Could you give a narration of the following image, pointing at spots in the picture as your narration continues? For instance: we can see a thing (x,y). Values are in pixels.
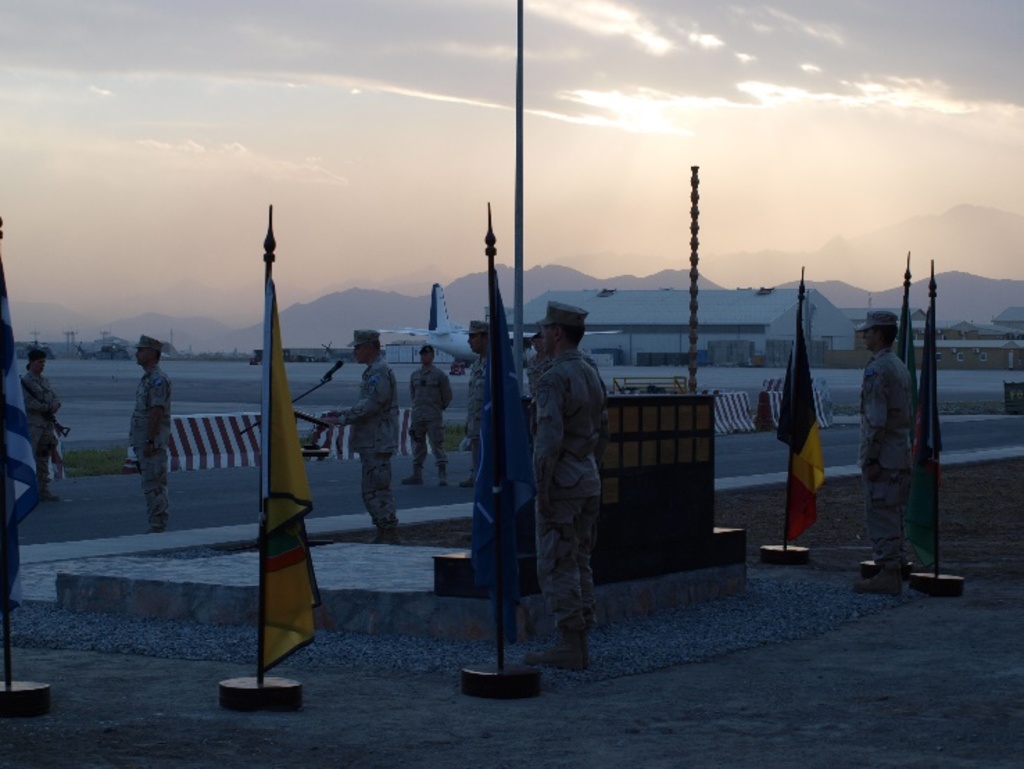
In this image we can see persons (892,439), flags (801,306) on the ground (453,541). In the background (260,327) we can see aeroplane (456,345), building (633,341), hills (524,298), sky (358,263) and clouds (420,73).
